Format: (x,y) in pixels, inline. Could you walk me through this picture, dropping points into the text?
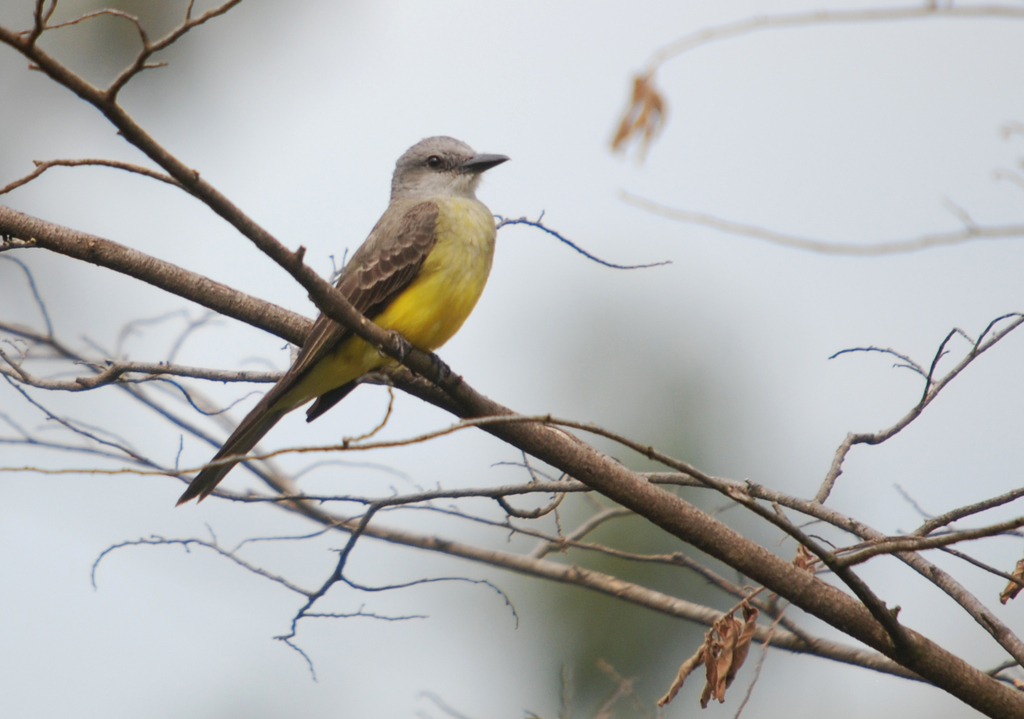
In this picture there is a bird (459,241), standing on the tree branch (449,397). In the background (713,412) we can see the fog (653,340).
